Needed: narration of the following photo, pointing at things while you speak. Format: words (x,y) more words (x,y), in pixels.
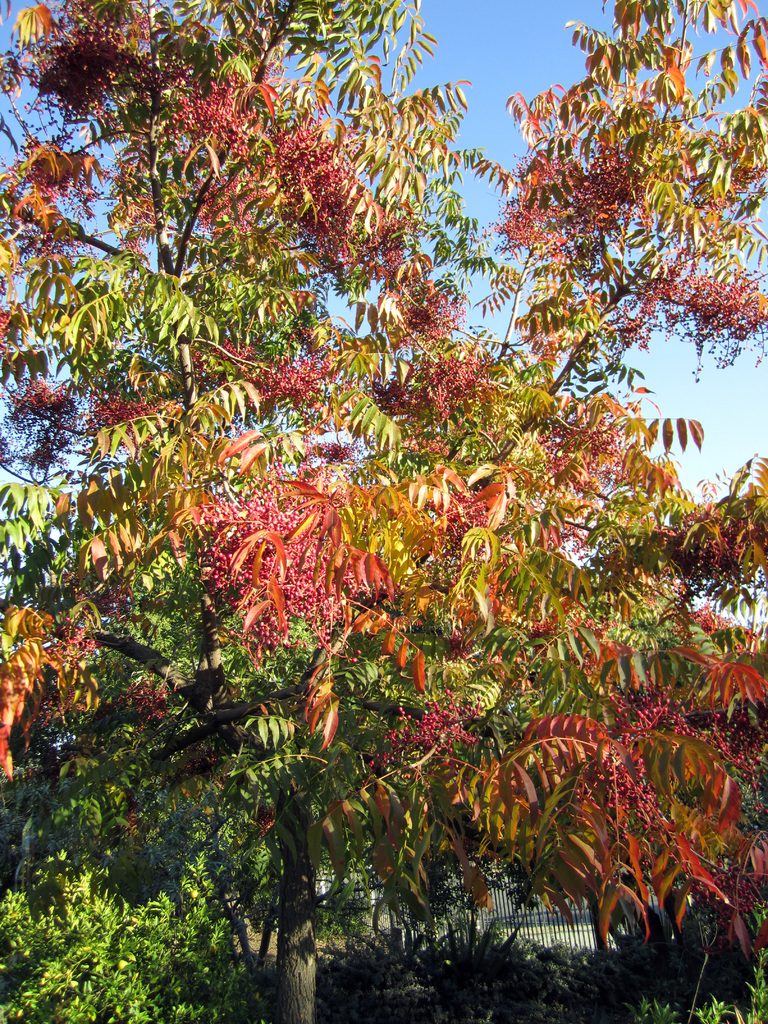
In this image we can see the trees (710,516), shrubs (459,957) and the sky (524,36) in the background (450,949).
